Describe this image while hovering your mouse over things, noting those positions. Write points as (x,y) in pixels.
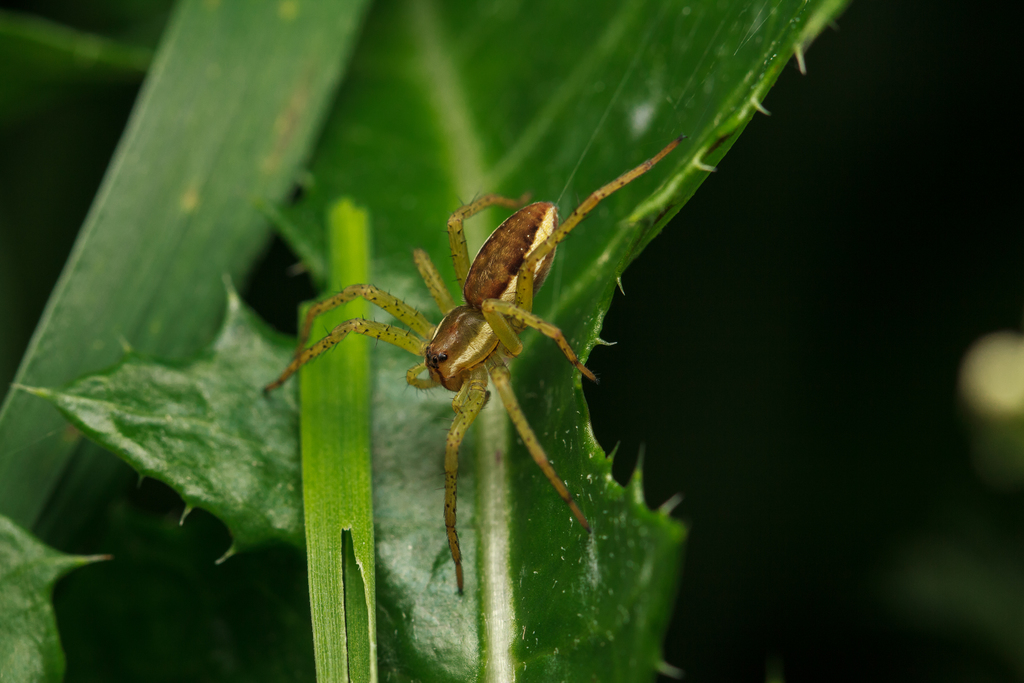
In this picture there is a wolf spider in the center of the image (424,443), on a leaf (471,446).
